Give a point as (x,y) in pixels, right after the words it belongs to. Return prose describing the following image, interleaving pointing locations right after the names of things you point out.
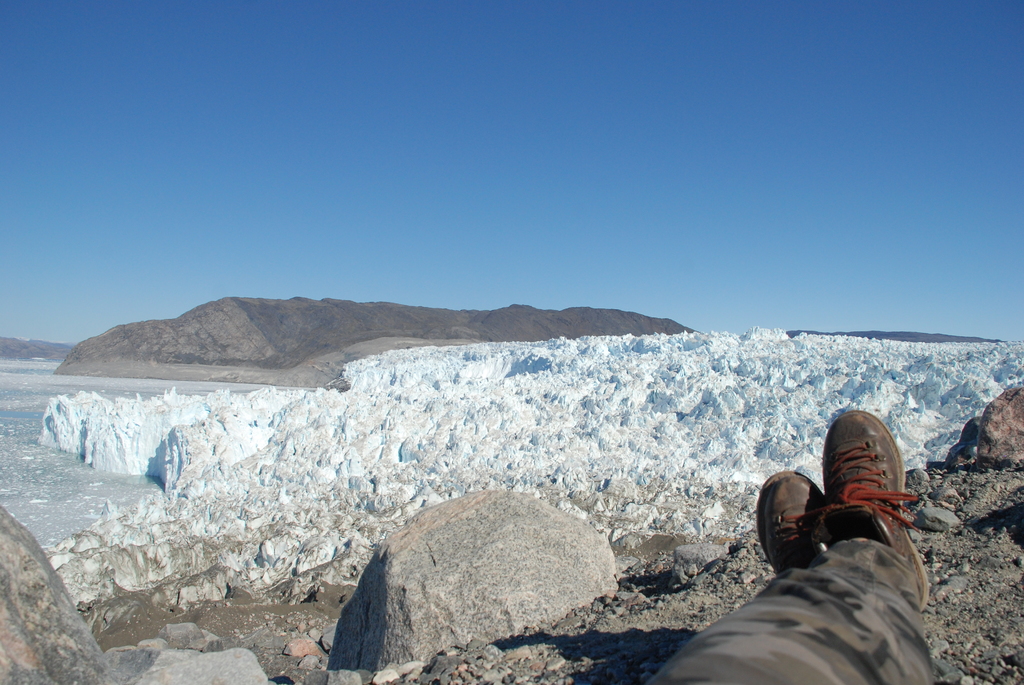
In this picture we can see shoes (794,537) and legs (883,607) of a person (880,594), in the background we can find few rocks (746,561) and hills (273,347).
